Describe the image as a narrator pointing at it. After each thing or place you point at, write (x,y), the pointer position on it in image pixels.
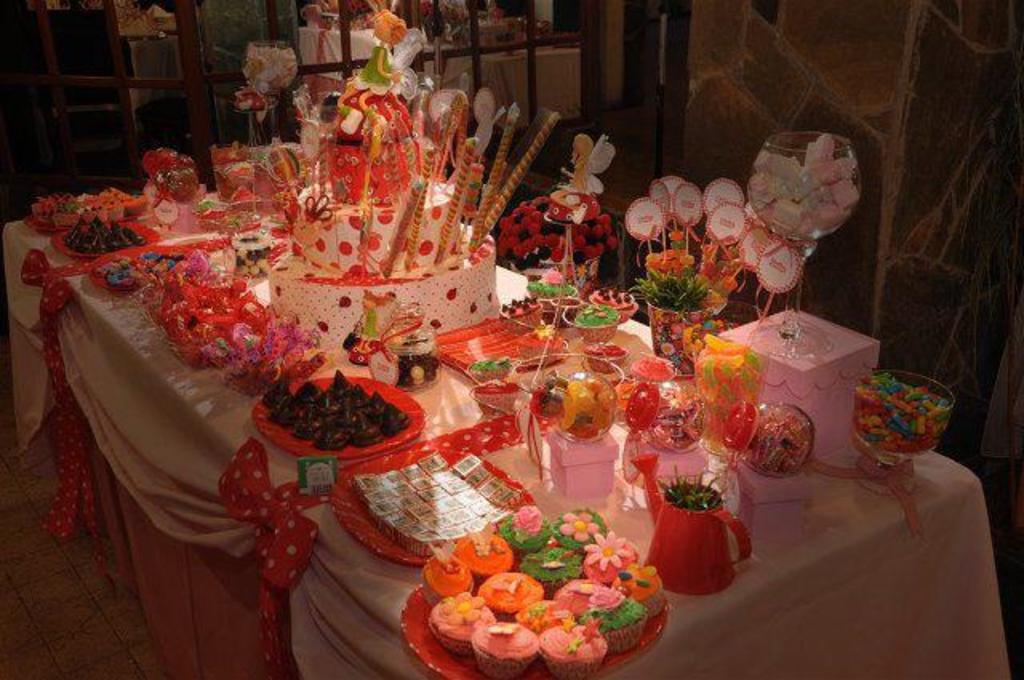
In this image we can see a table (435,410) in a room (415,572) and on the table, we can see the cake (308,271) in the middle of the table (622,528) and there are some cupcakes (550,568), candies (428,476), chocolates (419,489) and other things (675,471). We can see some other objects (277,163) on the table (135,390).
